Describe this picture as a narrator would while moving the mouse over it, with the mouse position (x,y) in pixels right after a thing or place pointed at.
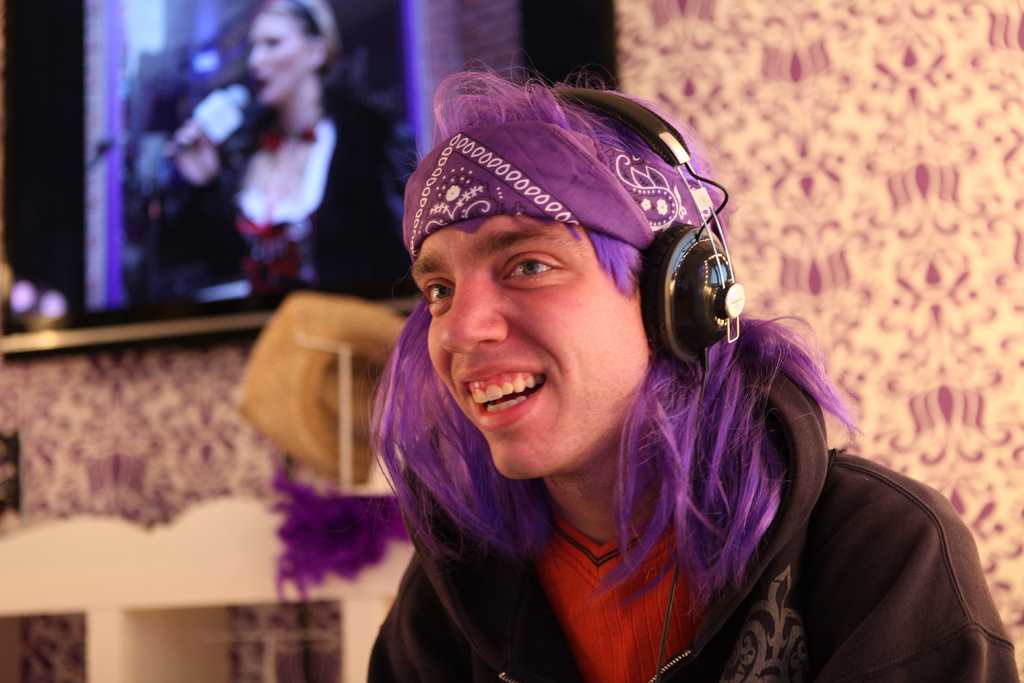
This image consists of a man (446,395) wearing black jacket (845,669) and headphones (592,94), his hair (413,379) is in purple color. In the background (349,239), there is a wall (799,196) on which a TV (191,254) is fixed.
